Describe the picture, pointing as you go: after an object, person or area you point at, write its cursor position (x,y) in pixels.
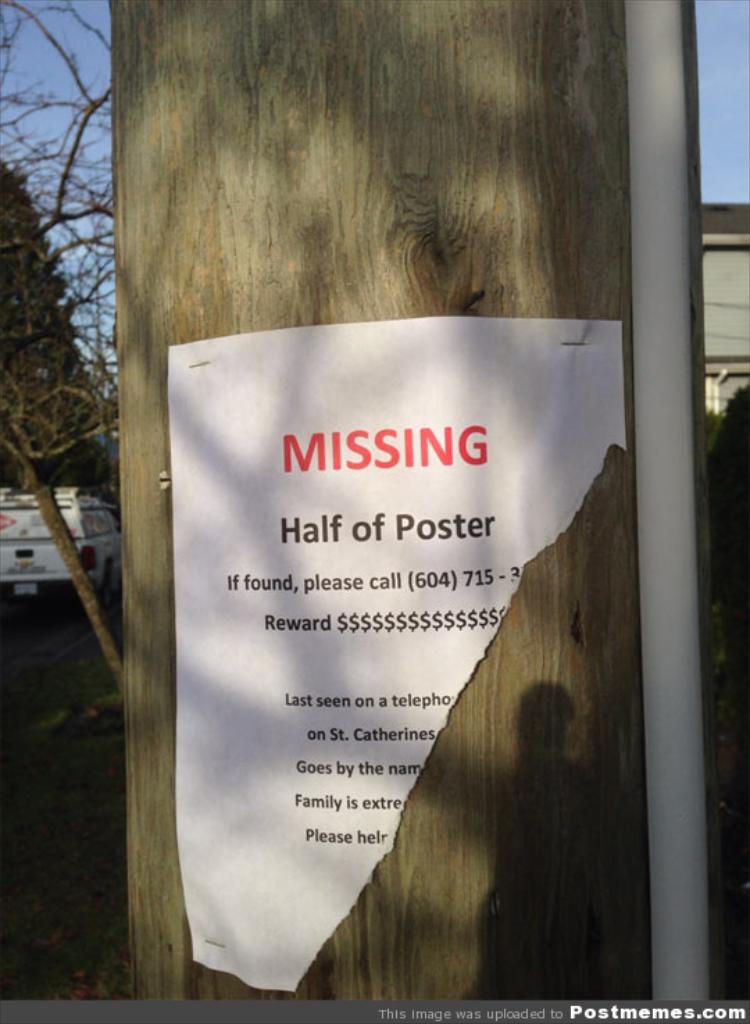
In this picture, We can see a big tree trunk (160,173), On tree trunk (142,732) we can see a piece of paper (580,341) which is sticked and there is something written on it and we can see iron pole (673,546) and towards left (41,549) i can see a white color vehicle (49,538) and a tree (73,471).
